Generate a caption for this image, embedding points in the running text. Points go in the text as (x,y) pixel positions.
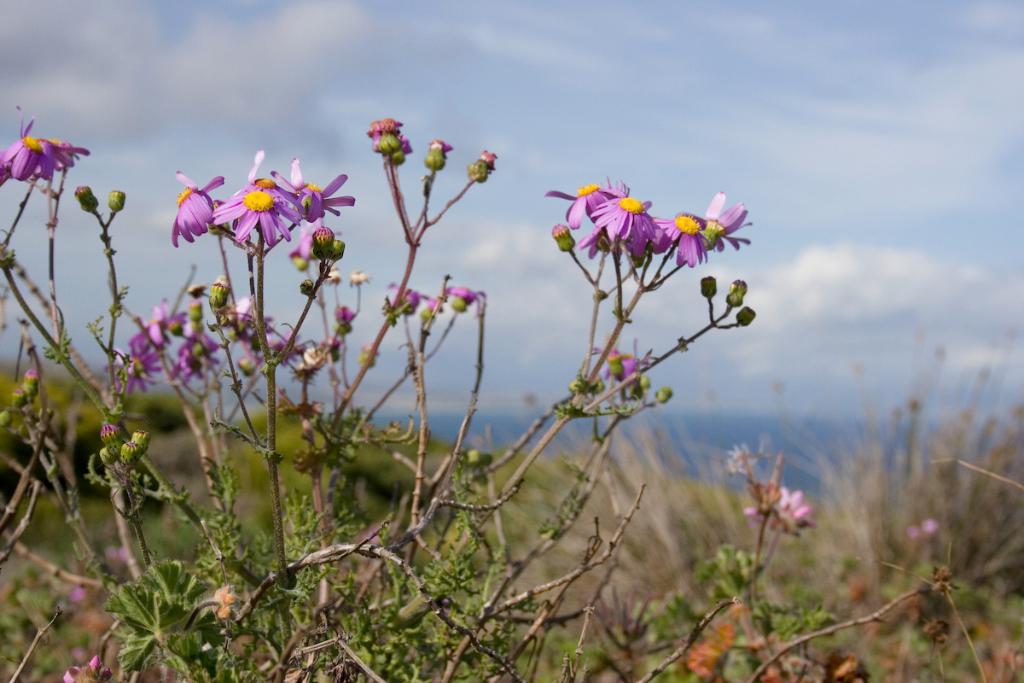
In this picture there are few flowers (338,316) which are on the plants (414,256) are in violet color and there is water (780,425) in the background (783,415) and the sky (821,283) is a bit cloudy.
